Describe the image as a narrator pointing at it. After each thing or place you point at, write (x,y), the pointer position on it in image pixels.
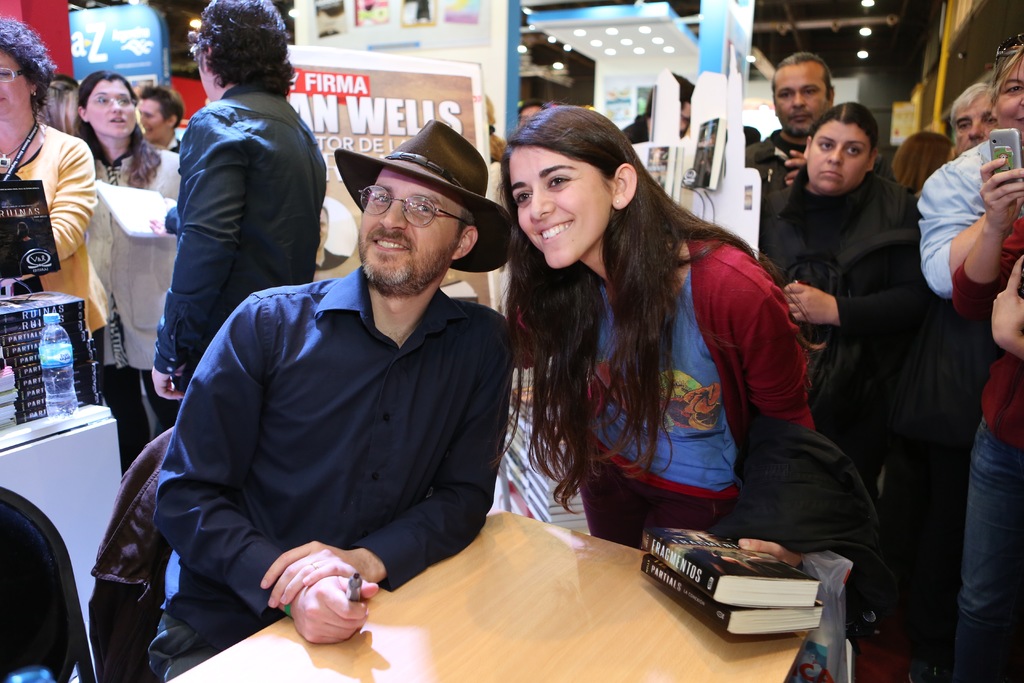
This picture is clicked inside. In the foreground (522,362) there is a wooden table (488,610) and we can see a man (388,332) wearing blue color shirt (373,403), hat (445,185) and sitting on a chair (151,511) and there is a woman (607,349) smiling, holding some books (726,578) and standing on the ground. In the background (970,196) we can see the group of people (857,158) standing. On the left (57,366) there are some books (25,371) and some other items (57,400) are placed on the top of the table (41,432) and we can see the banners (393,79) on which the text (376,108) is printed. At the top (569,24) we can see the ceiling lights (606,33), roof (591,33) and many other items (460,0).
